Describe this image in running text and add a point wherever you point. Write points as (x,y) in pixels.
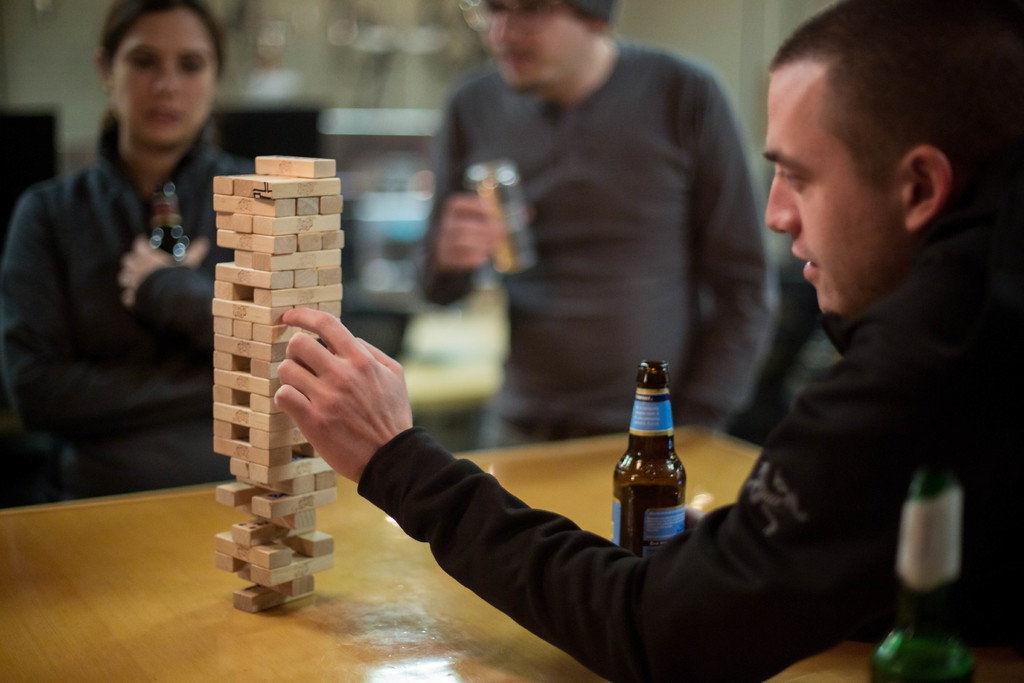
There is a person (972,38) on the right side (1015,481) and he is playing with small wooden blocks (254,407). This is a wooden table (222,604) where these small wooden blocks (299,499) and bottles (632,478) are kept on it. Here we can see two persons (17,413) who are standing.
